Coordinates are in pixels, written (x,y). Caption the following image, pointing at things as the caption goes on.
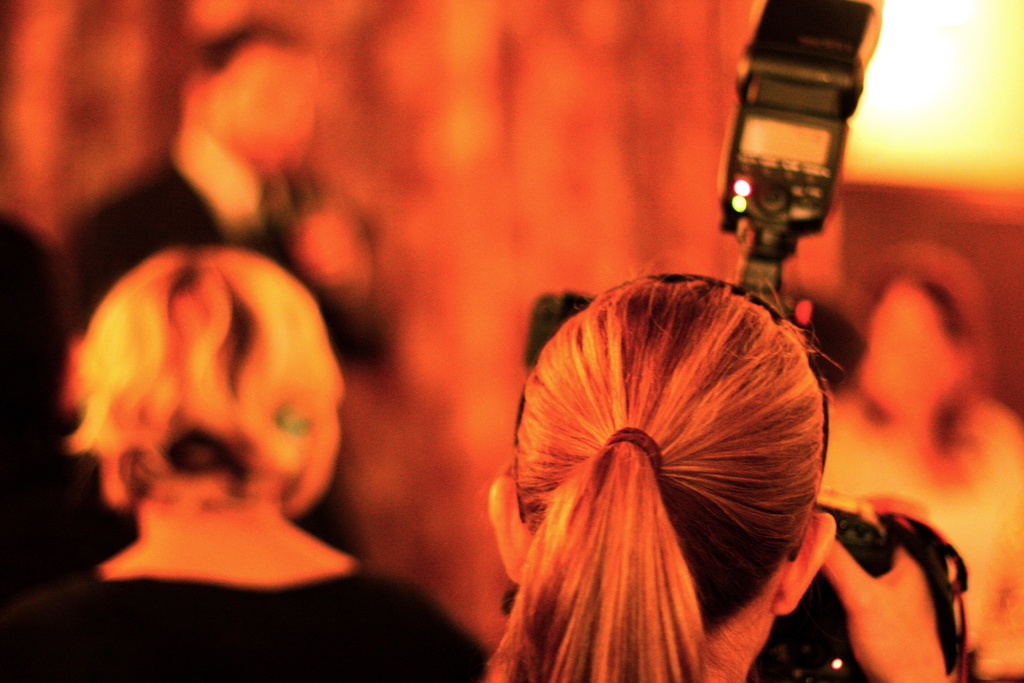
In the image few people (245,64) are standing and she is holding a camera (797,20). Background of the image (702,32) is blur.
